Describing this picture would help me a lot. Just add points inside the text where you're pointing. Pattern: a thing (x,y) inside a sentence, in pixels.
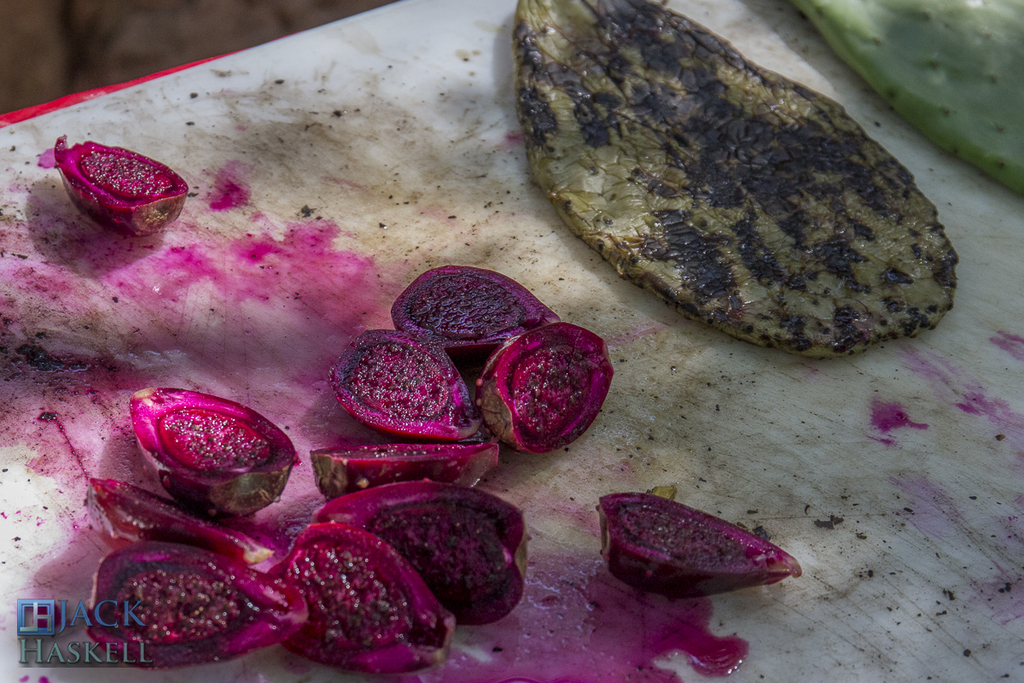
In this image, we can see food items (600,85) and slices of fruits (264,418) are on the table (540,516). At the bottom (69,637), there is some text (32,637).
